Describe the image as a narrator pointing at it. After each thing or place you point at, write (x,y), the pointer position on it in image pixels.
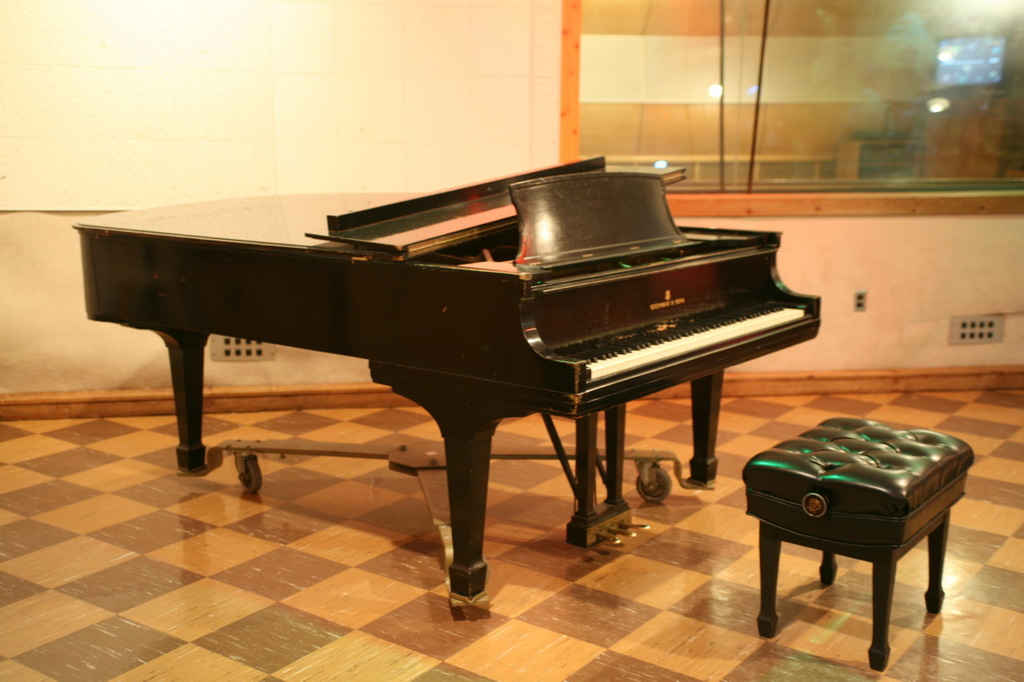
There is a black color piano (485,317) and a stool (814,466) in front of it.
